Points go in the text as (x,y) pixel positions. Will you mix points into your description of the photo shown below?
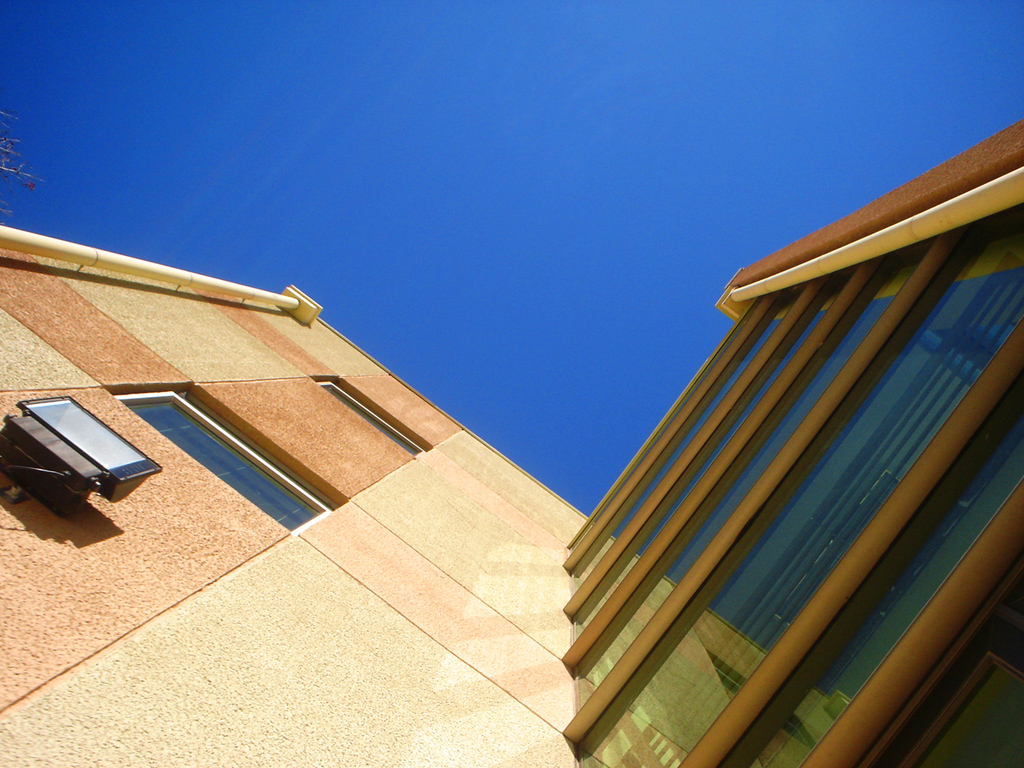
In the image there is a building (412,537) in the front (779,539) and above its sky (507,115).
